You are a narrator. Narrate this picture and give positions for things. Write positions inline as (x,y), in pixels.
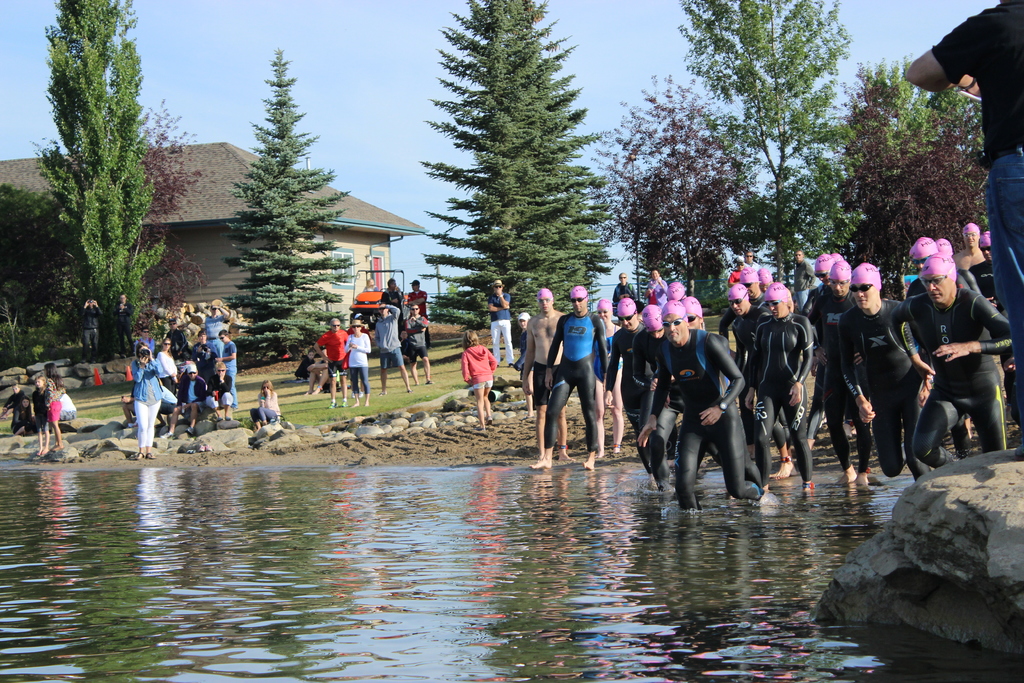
In this image, we can see some persons (837,300) in the water (675,570). There are some other persons (367,384) in front of the shelter house (211,187). There are some trees (180,187) in the middle of the image (538,254). There is a person (996,252) standing on the right side of the image (1015,329). In the background of the image (265,54), there is a sky (422,168).
